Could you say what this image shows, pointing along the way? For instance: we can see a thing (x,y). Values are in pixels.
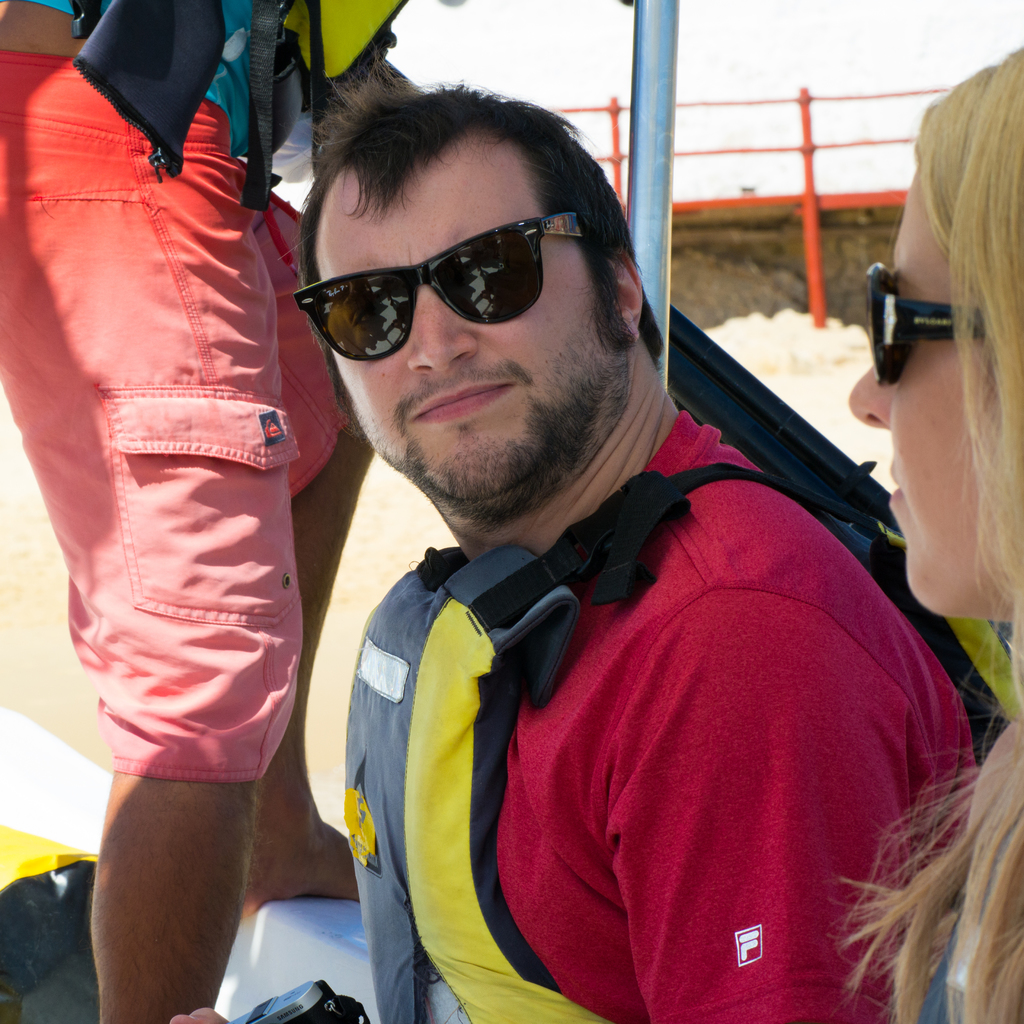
In this picture we can observe a person (485,580) wearing a red color T shirt (662,682) and a life jacket (429,724). He is wearing spectacles (443,298). On the right side (915,551) there is a woman (946,609) wearing spectacles (883,357). On the left side (116,644) we can observe a person (135,236) standing. In the background (681,104) there is an orange color railing (808,127).
